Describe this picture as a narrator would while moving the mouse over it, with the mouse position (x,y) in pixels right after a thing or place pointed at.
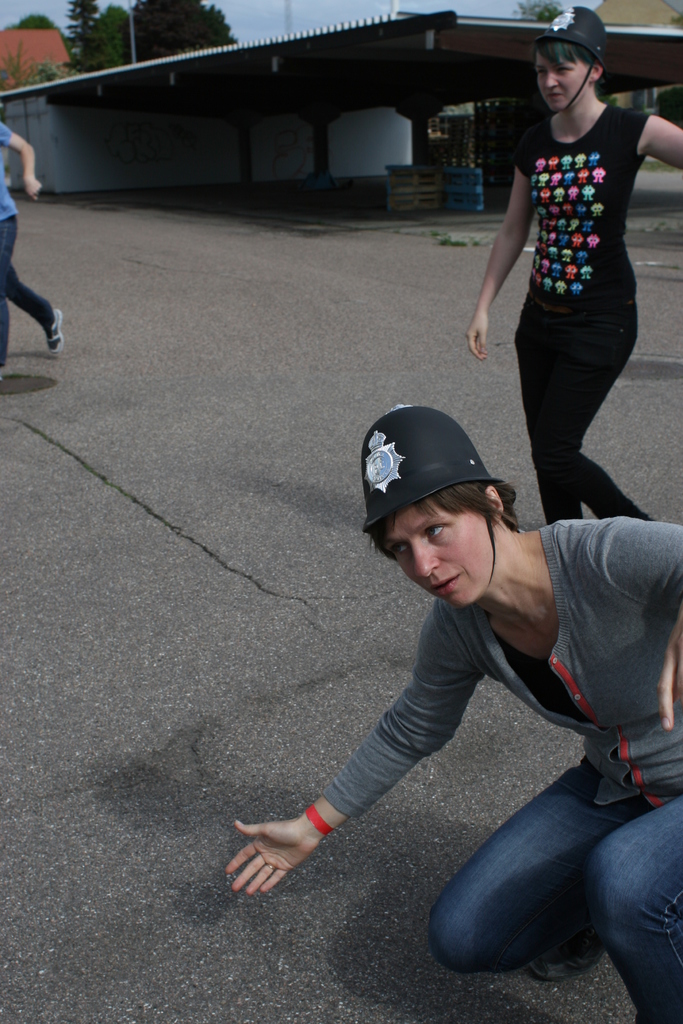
In this picture we can see there are two persons (6,322) walking on the road (135,468) and a person (558,795) is in squat position. Behind the three persons (575,369) there is a shed (311,90), houses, trees (166,41) and the sky (299,18).
